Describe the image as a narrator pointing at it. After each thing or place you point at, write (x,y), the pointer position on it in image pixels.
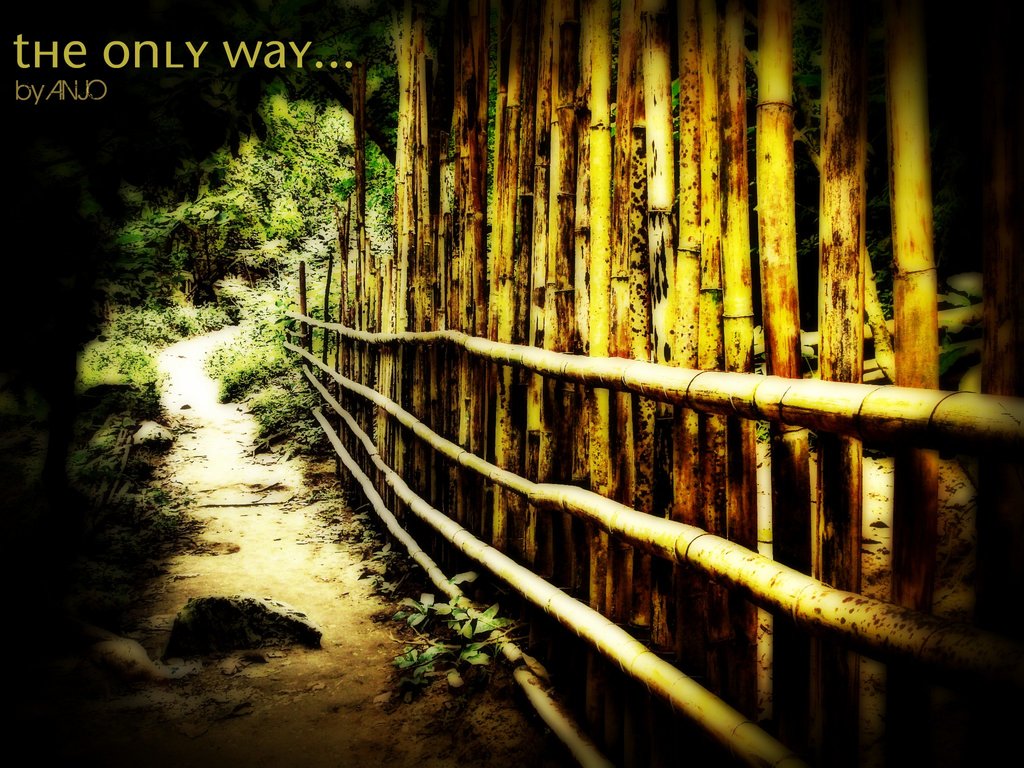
To the right side of the image (792,158) there are bamboo fencing (463,210). In the background of the image (295,227) there are trees (190,269).
